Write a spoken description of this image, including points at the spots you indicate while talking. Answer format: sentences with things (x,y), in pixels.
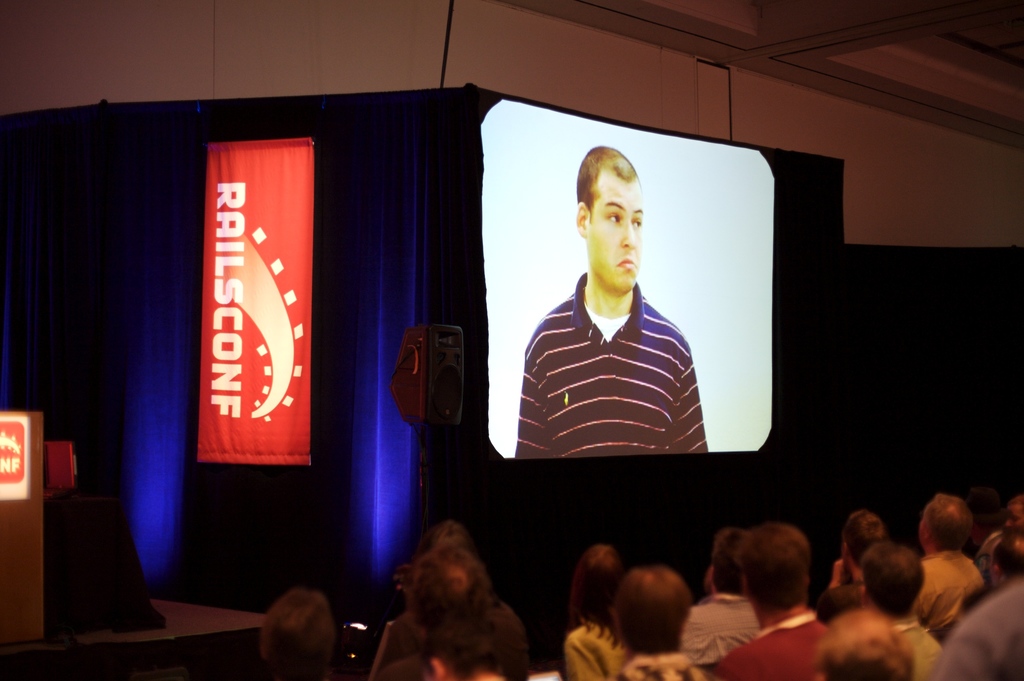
In this image there are a few people (772,533) sitting, in front of them there is a screen (625,257). On the screen (539,202) there is a person (633,338), behind the screen (530,220) there are curtains (348,271) and a banner (294,373) is hanging. On the left side of the image (36,565) there is a wooden structure (37,552) with a poster (20,477) attached to it.
